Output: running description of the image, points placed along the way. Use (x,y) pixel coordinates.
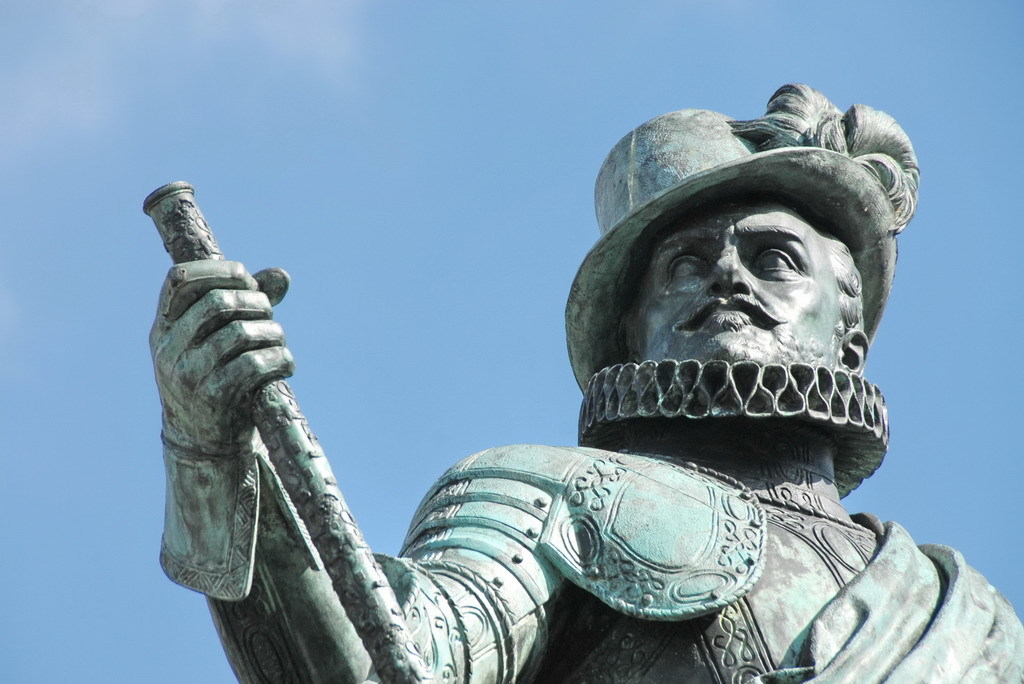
On the right side (717,184), there is a statue (717,251) of a person (720,337) wearing a cap (797,99) and holding a stick (302,462) with one hand (279,365). In the background (481,105), there are clouds (237,20) in the blue sky (525,68).
